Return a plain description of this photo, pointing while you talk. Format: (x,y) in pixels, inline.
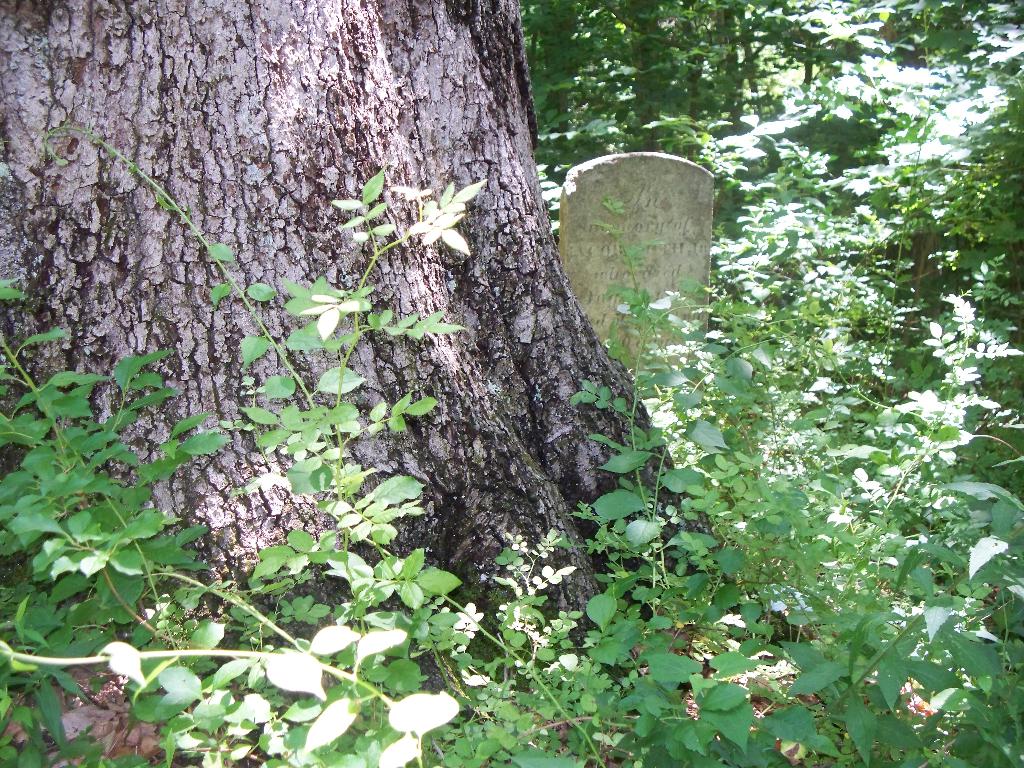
In the image we can see some plants (538,98) and trees (29,76).
